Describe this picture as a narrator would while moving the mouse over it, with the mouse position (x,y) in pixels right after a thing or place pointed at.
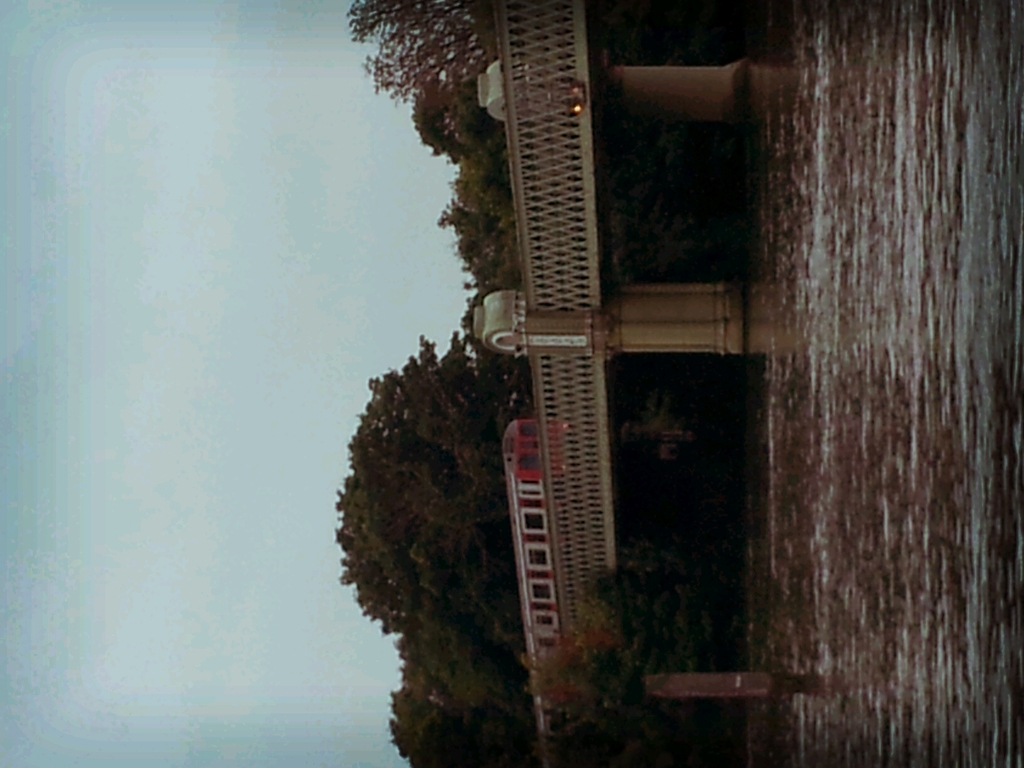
In this picture I can see a vehicle (540,561) on the bridge (570,335), there is water (792,396), there are trees (425,682), and in the background (297,383) there is the sky (214,323).
